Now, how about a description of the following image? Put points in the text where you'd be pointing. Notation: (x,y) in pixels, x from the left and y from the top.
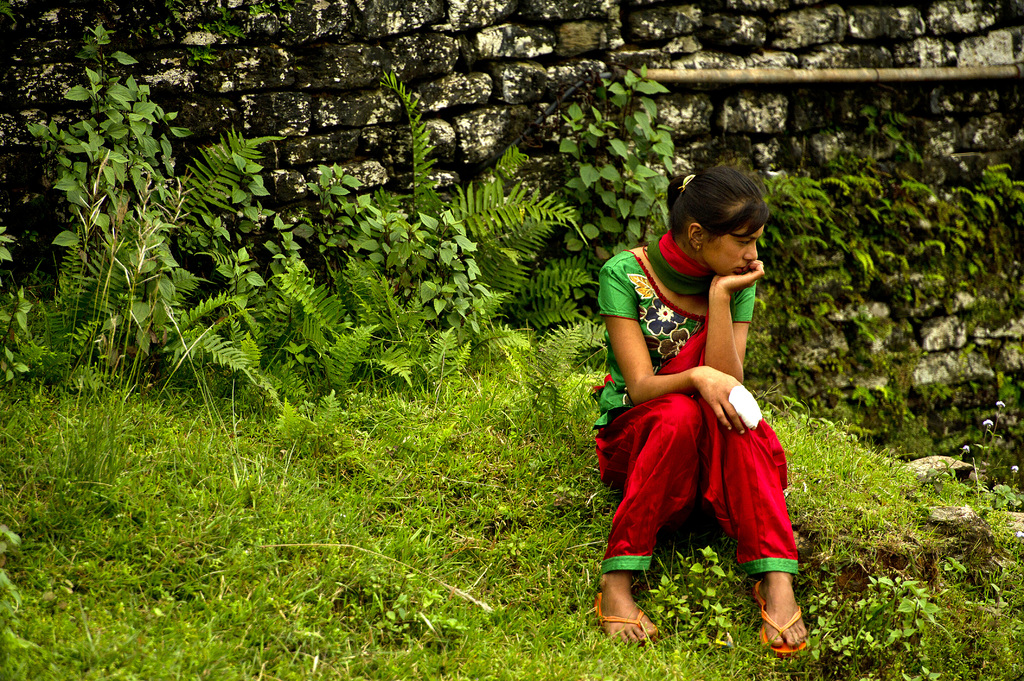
This picture is clicked outside the city. On the right (700,281) there is a woman (644,286) wearing green color t-shirt (677,342) and sitting on the ground (520,600) and we can see the green grass (255,472) and plants (363,233). In the background (537,1) there is a stone wall (746,45).
